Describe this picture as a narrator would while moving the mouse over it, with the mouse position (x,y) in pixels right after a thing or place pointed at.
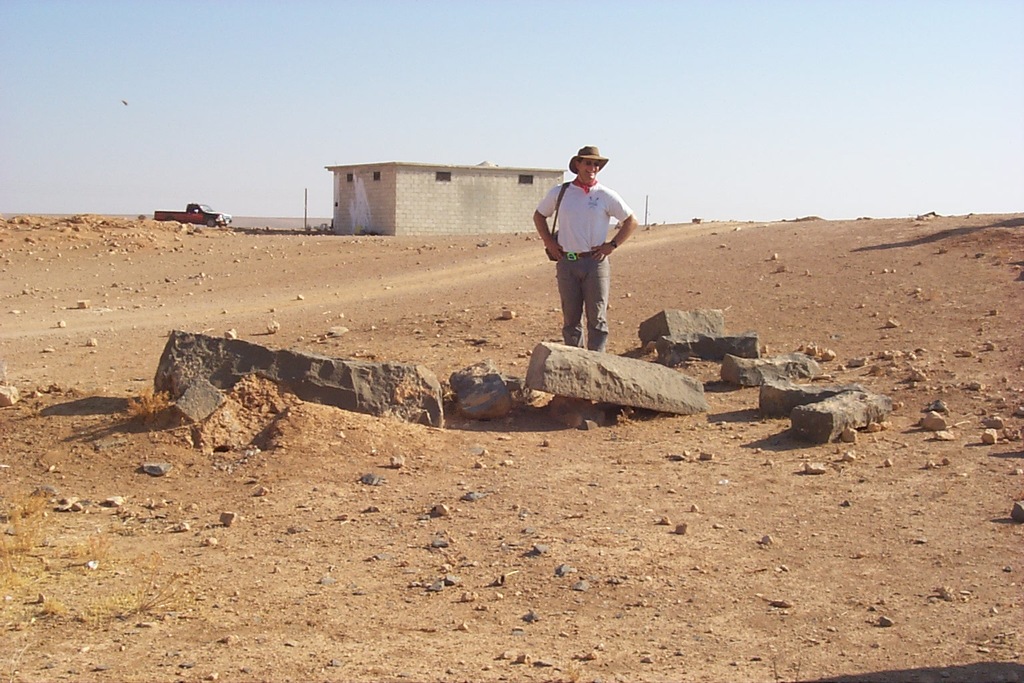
In the background (396,37) we can see the sky (801,29). In this picture we can see a vehicle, poles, house (444,180), stones (483,386) and rocks (674,382). We can see a man (600,192) wearing a hat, goggles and standing. We can see the strap (561,196) of a bag (553,239) on his shoulder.
